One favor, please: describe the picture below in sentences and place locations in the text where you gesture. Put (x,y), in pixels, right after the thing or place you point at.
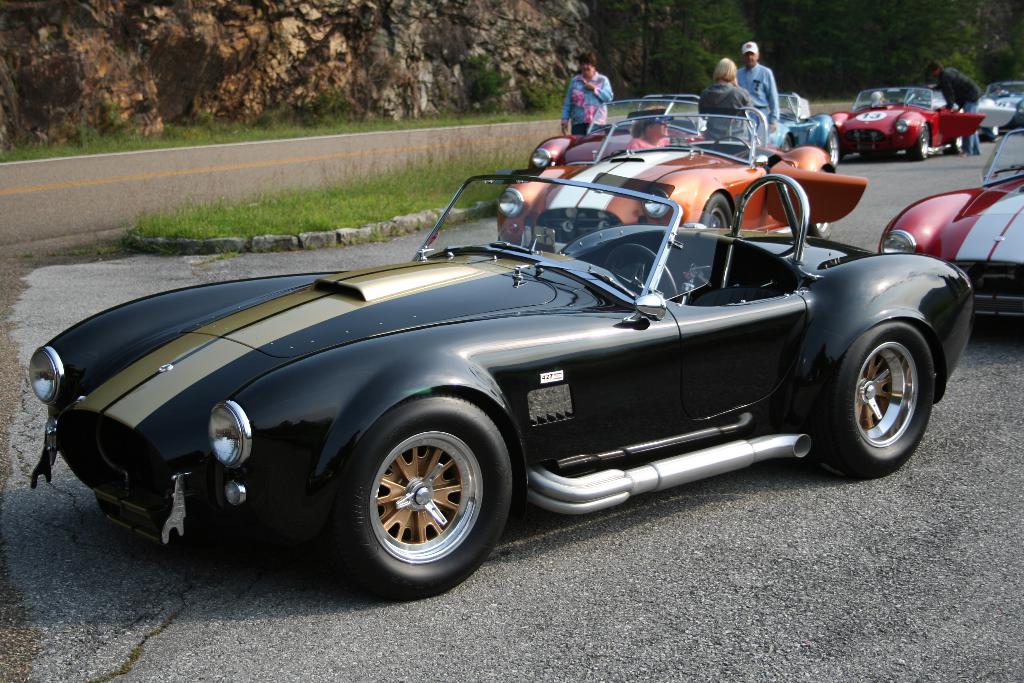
In this picture we can see cars (830,168), there are four persons (582,77) and grass (342,211) in the middle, in the background (919,8) there are trees (691,35) and it looks like a rock (353,45).
